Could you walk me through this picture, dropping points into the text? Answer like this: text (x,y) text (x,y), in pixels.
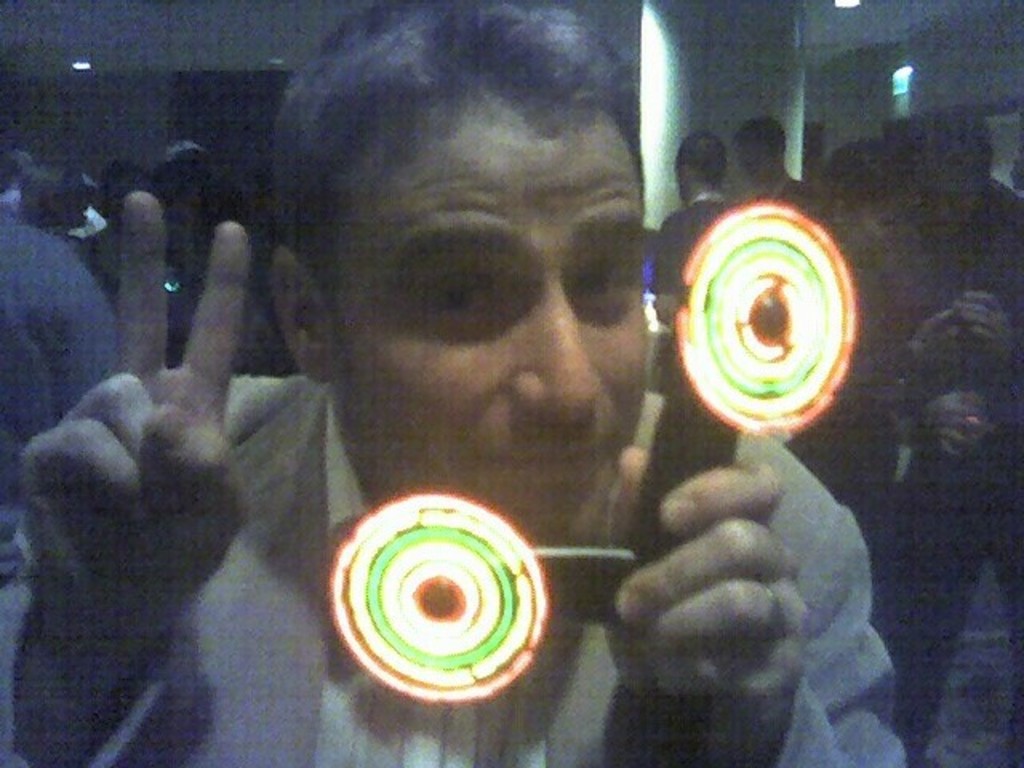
There is a man (343,499) holding toy (609,571) with lights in the hand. In the background (933,321) there are many people (913,322). And it is looking blurred in the background (111,122).
